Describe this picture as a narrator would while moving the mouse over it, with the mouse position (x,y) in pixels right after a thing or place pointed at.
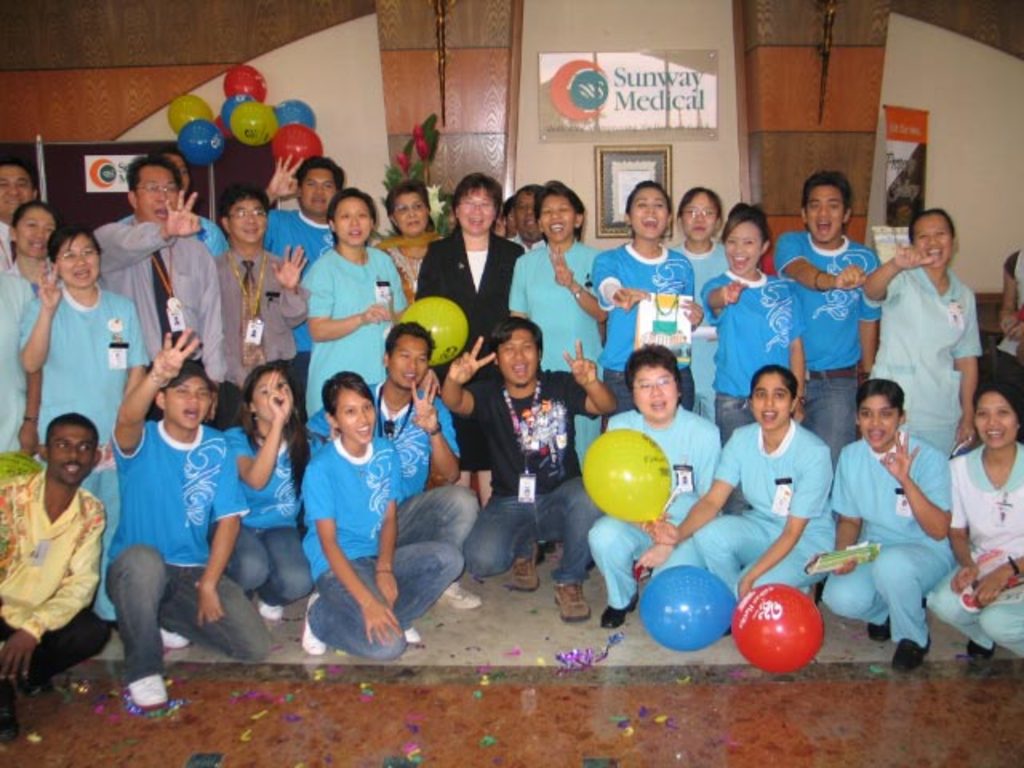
In this image we can see a group of people (499,302) standing on the floor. We can also see some people (406,326) sitting on their knees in front of them. In that some are holding the balloons (446,319). On the backside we can see a signboard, a banner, a board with some text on it, a plant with flowers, some balloons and a photo frame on a wall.
